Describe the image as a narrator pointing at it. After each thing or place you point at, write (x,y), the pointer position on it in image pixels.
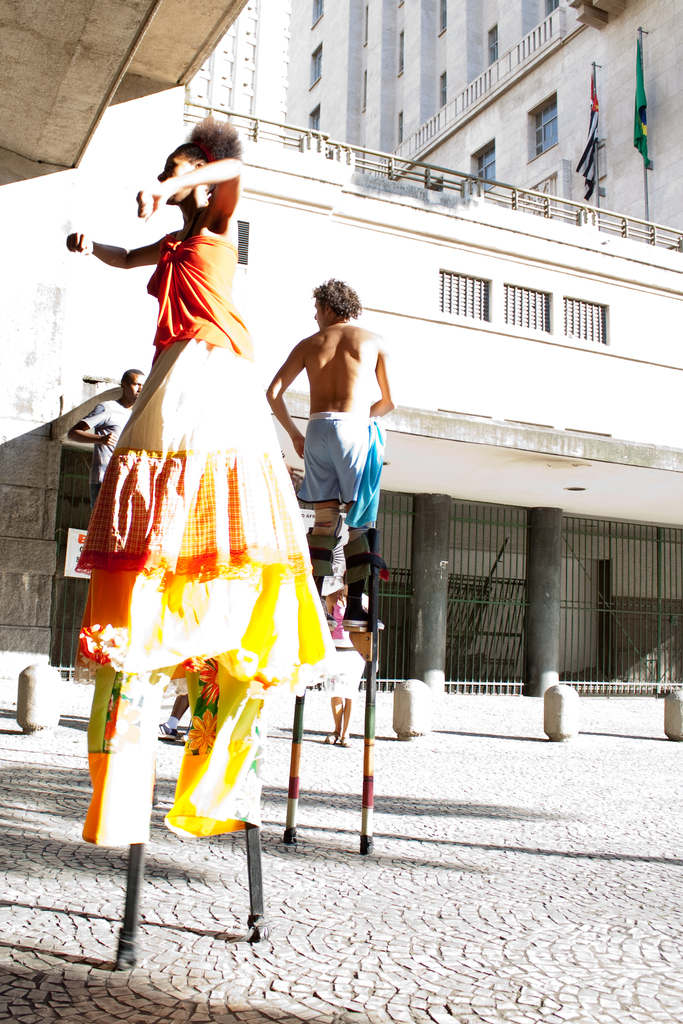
In this image I can see few people (278,598) standing on the sticks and walking on the road (493,989) beside them there is a building (615,163).
